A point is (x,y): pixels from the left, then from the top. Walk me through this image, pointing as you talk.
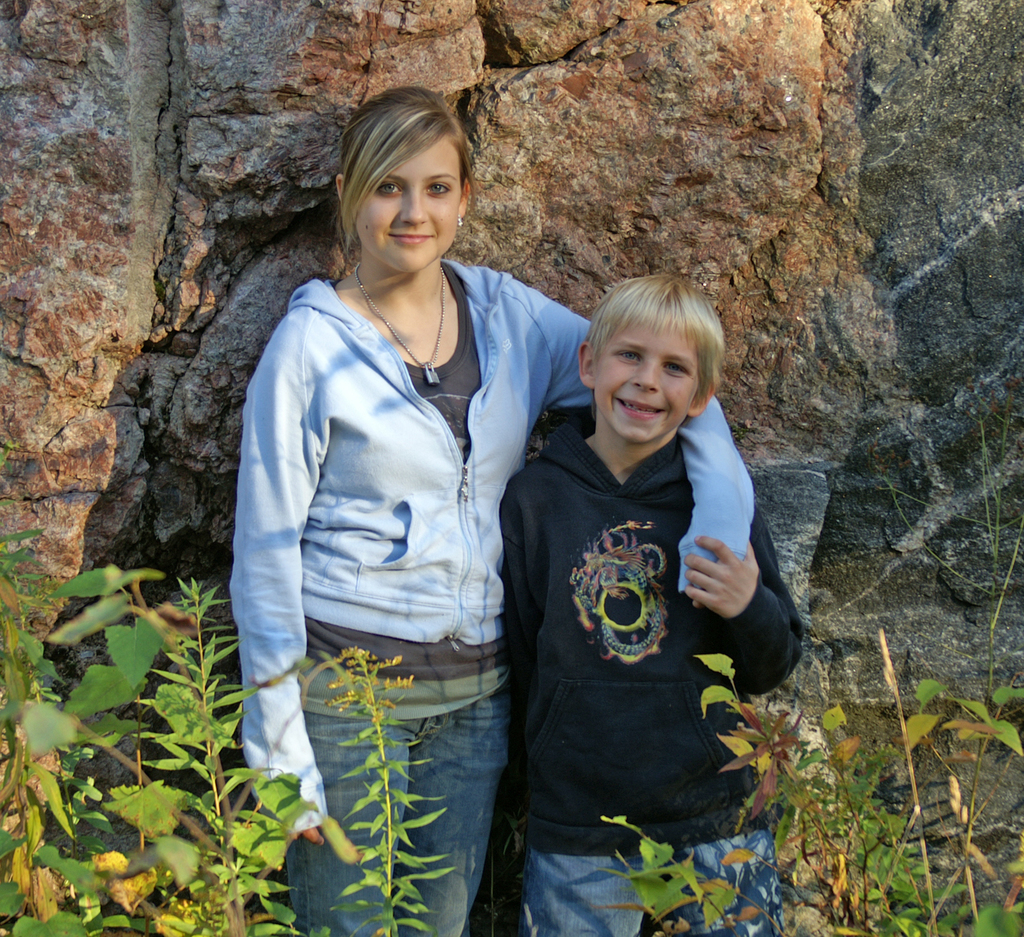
In this image there is a woman (343,477) and a boy (607,516) standing. They are smiling. Behind them there are rocks (662,202). On the either sides of the image there are plants (206,817).
